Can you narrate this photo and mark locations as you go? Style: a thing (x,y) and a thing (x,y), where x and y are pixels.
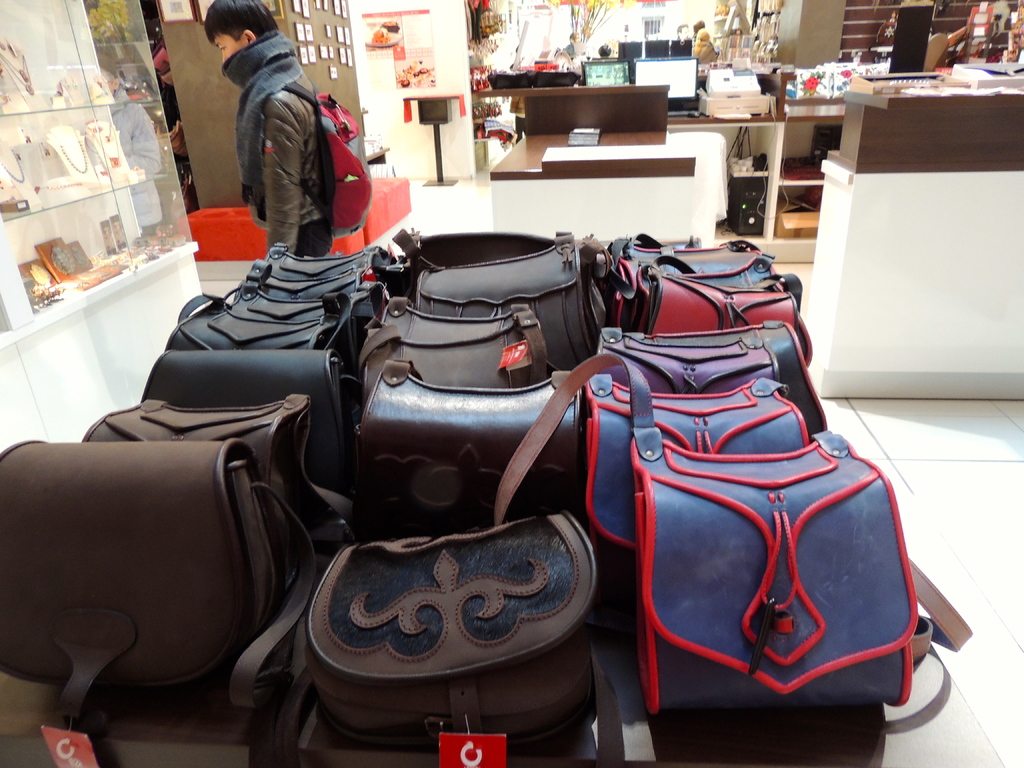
In this image there are few bags (402,370) a person (288,127) standing wearing bag (322,149), at the left (65,137) there are few jewelries (70,166), at the background (304,28) there are few frames (335,33) attached to a wall (348,81), a desk top (661,70), a printer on the table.
